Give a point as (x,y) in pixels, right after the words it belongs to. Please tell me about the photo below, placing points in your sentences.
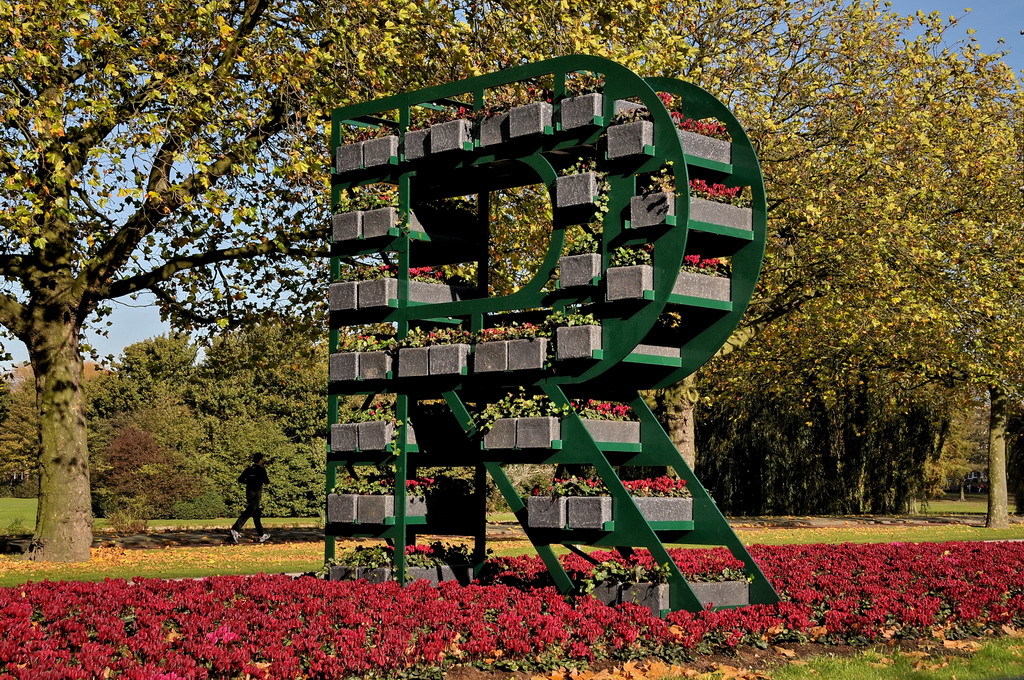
In this picture we can see flowers (72,624), stand (373,462), trees (234,492) and a person (238,528) walking on the ground (200,569) and in the background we can see the sky (186,260).
